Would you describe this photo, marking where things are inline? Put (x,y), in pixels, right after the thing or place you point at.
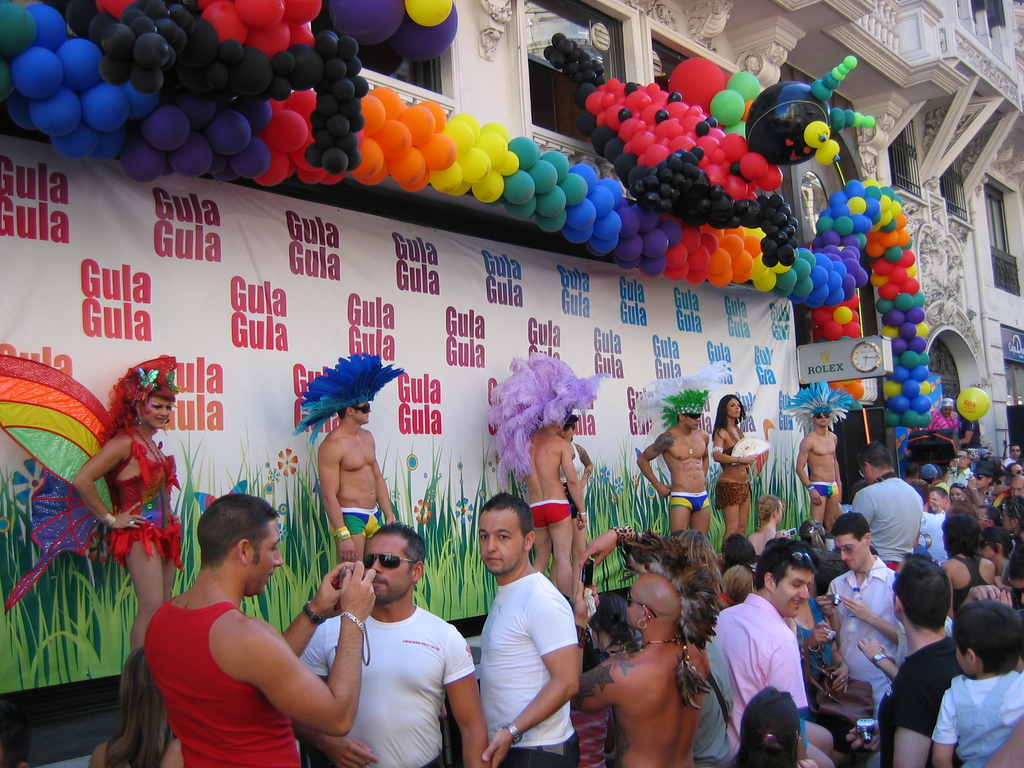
In this image we can see the people (729,577) standing on the ground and holding objects (857,683). And at the back (615,16) we can see the building (487,43) with windows (567,101) and grille (954,202). There is a banner (785,356) with text (413,287) and balloons (434,163) attached to the wall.
